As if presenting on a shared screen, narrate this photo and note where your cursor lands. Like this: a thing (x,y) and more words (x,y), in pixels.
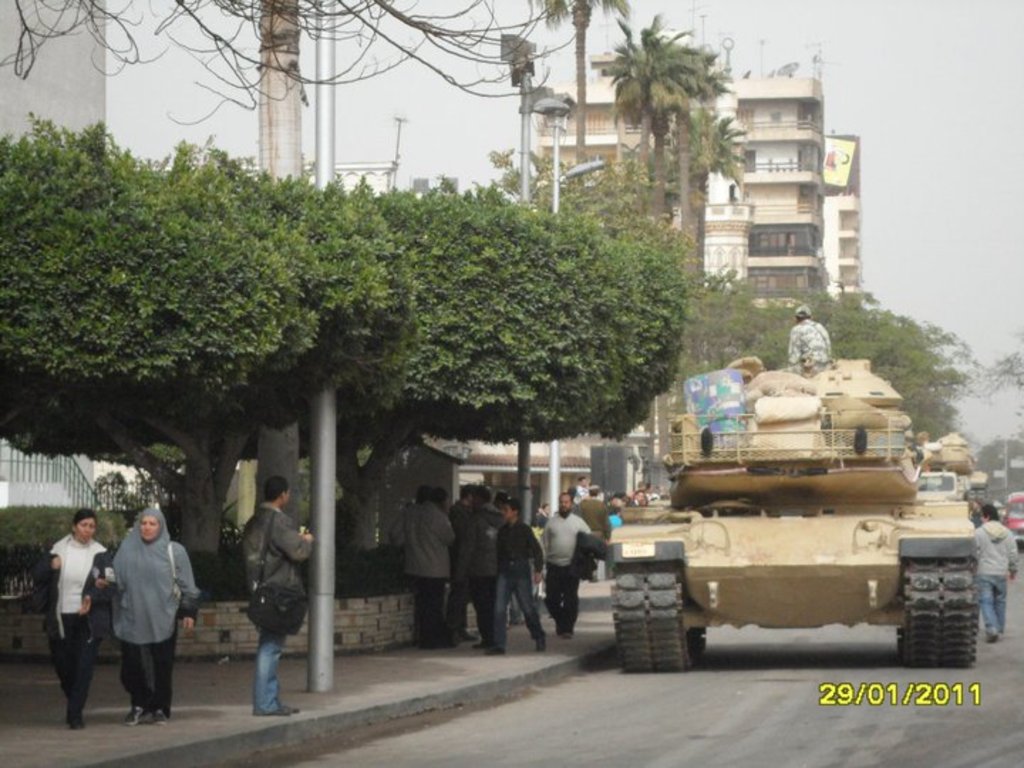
This picture is clicked outside. On the right (756,437) we can see a vehicle (828,457) containing a person (802,368) and some objects (774,438) and we can see the group of persons (425,615) walking on the ground (313,694) and we can see the sling bags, metal rods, lights (555,119), trees (616,248), buildings (808,264) and many other objects (863,434). In the background (917,221) we can see the sky (959,151), trees (880,347), vehicle (980,480) and the plants (4,522) and many other objects (72,479). In the bottom right corner (925,690) we can see the numbers (841,689) on the image.
